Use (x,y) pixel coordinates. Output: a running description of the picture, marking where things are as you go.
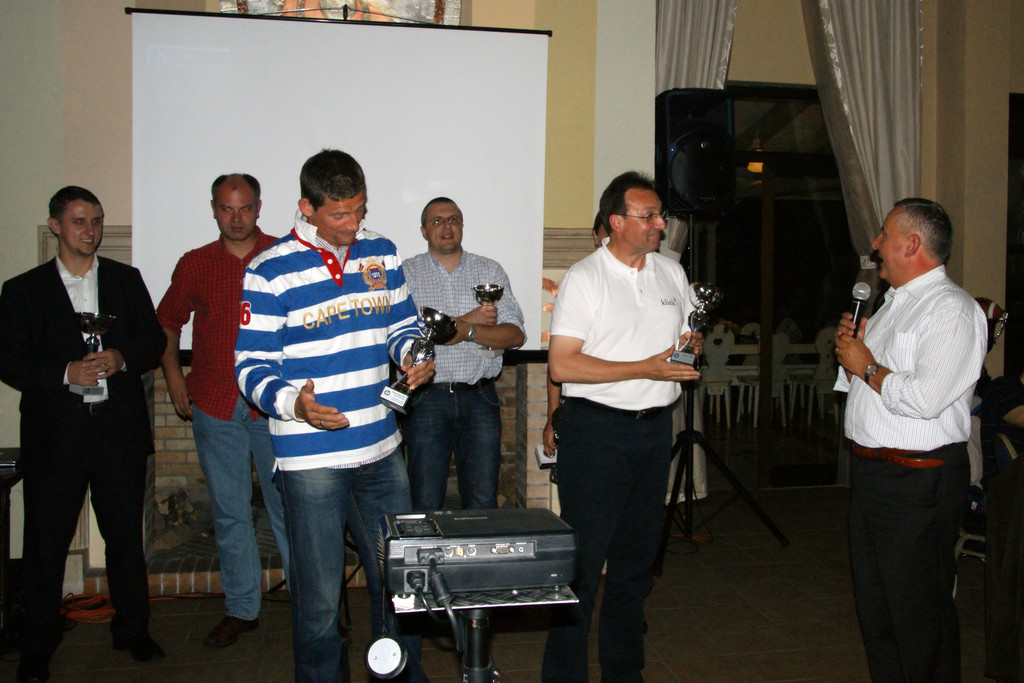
In this image, I can see a group of people (32,348) standing. On the right side of the image (869,420), I can see an object (465,571) and a man (881,544) holding a mike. Behind the people (345,339), I can see a projector screen (491,158) and a speaker (696,200) with a stand (694,432). I can see the chairs (777,364) through a glass door (770,306) and there are curtains (861,109). In the background (176,437), I can see a fireplace (181,468).
